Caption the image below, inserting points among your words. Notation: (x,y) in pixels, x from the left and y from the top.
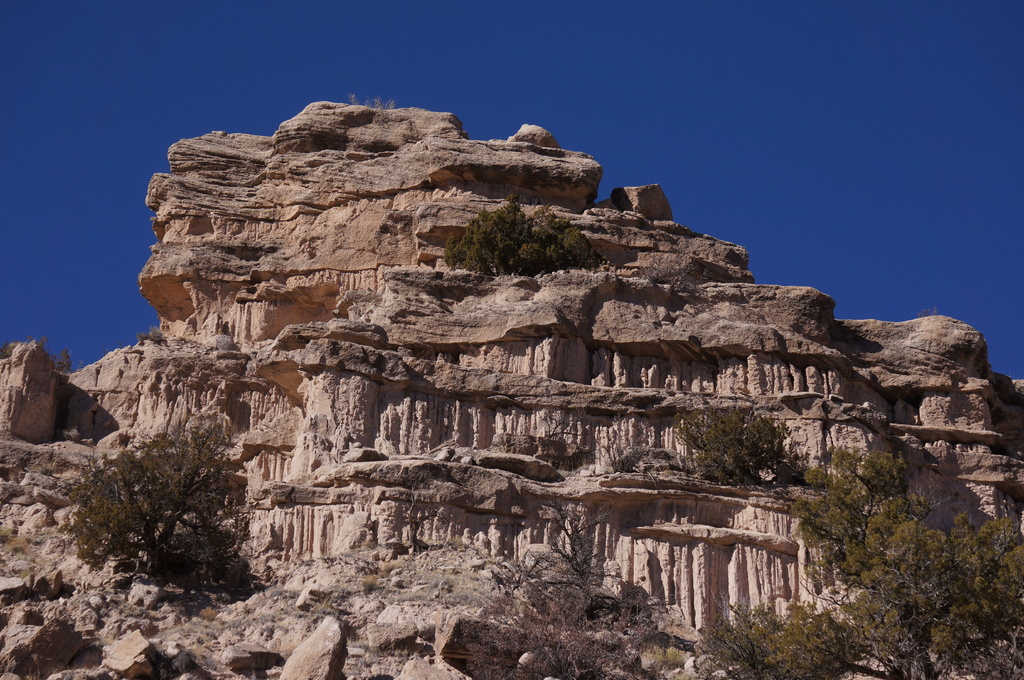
In this image in front (334,562) there is a rock mountain (467,425) and we can see trees (878,557). In the background (677,184) there is the sky (612,62).
